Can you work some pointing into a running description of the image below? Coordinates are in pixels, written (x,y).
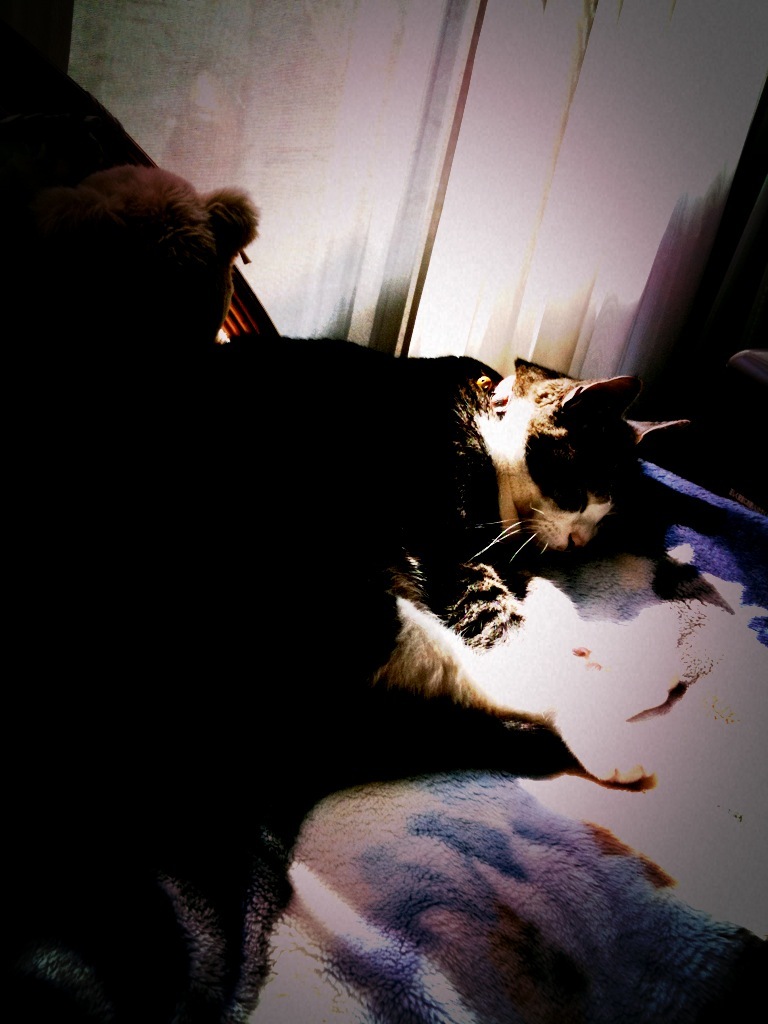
In this image we can see a cat (289,432) and teddy (226,286).
